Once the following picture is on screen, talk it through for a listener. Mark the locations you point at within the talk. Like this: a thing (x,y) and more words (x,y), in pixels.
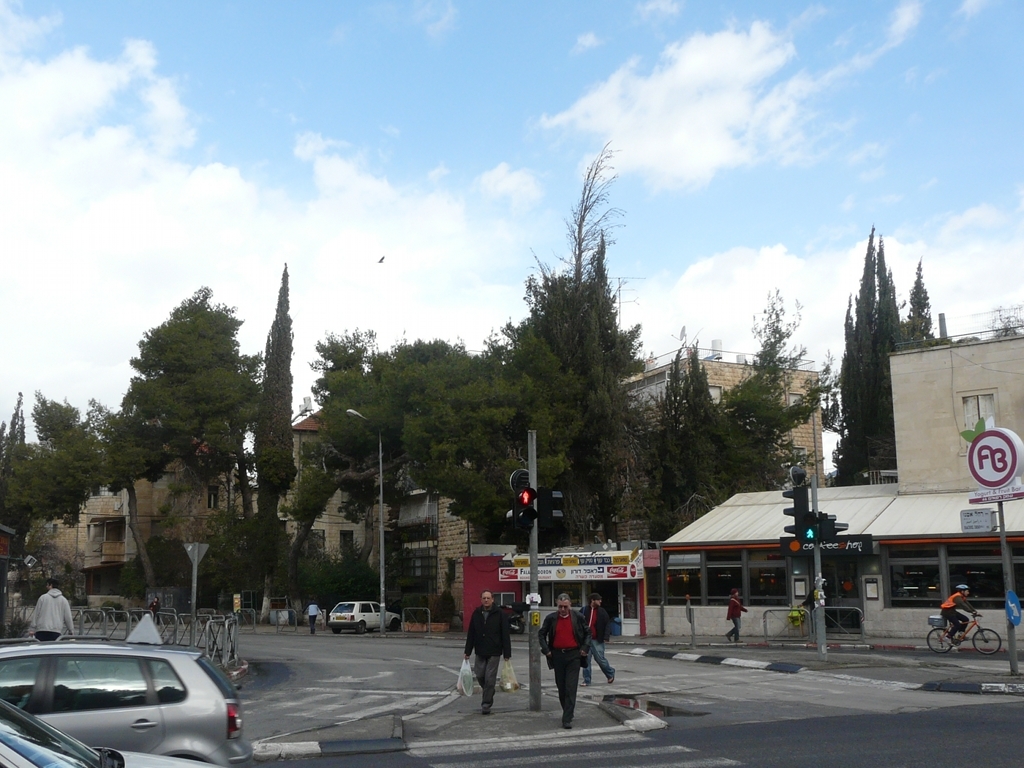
In this image we can see the people (471,655). And we can see the vehicles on the road (300,658). And we can see the traffic signals (521,518). And we can see the boards (546,568). And we can see the buildings (605,595), shed (680,605). And we can see the trees (205,410). And we can see the clouds (114,400) in the sky (765,208).
